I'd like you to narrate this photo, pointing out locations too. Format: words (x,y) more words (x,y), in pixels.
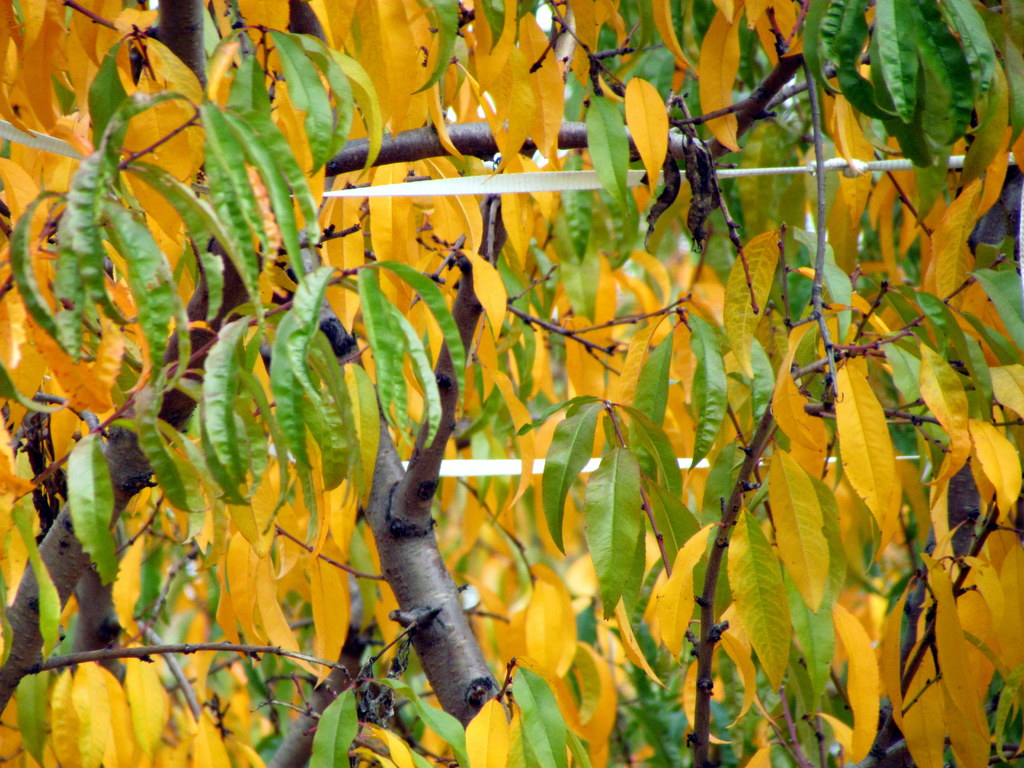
In this picture we can see yellow and green leaves (429,719) and in the background (177,412) we can see trees (600,230).
